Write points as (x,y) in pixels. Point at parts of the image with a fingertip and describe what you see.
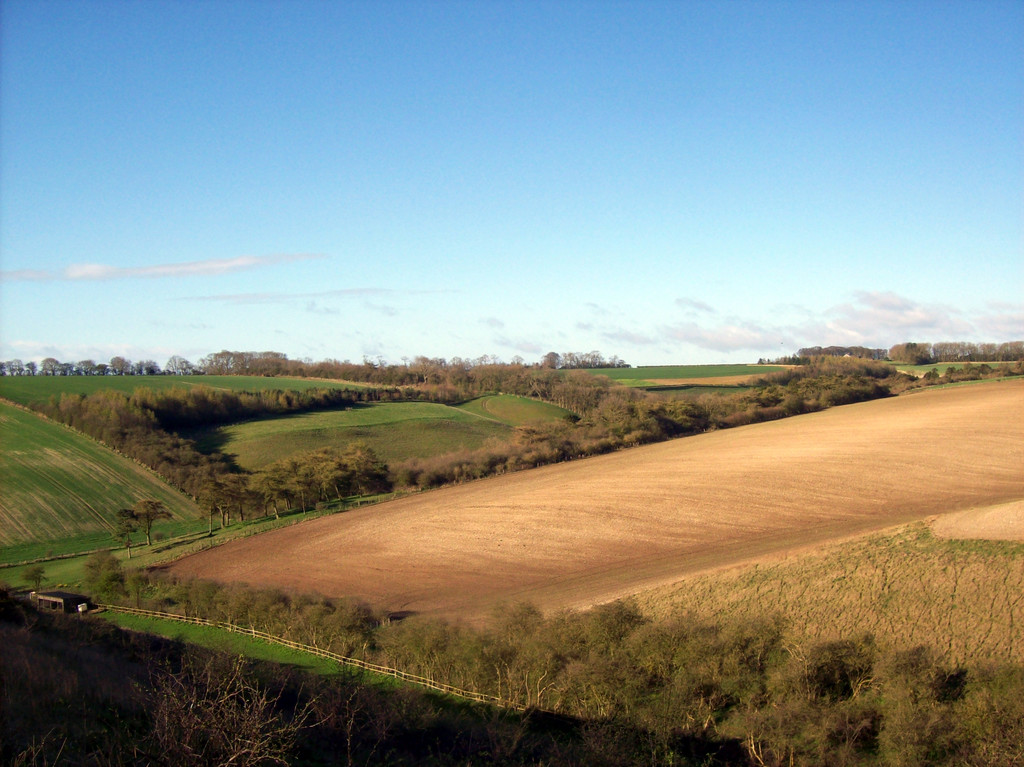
In the image there are many fields (454,418) and around the fields (329,556) there are a lot of trees (314,388).
